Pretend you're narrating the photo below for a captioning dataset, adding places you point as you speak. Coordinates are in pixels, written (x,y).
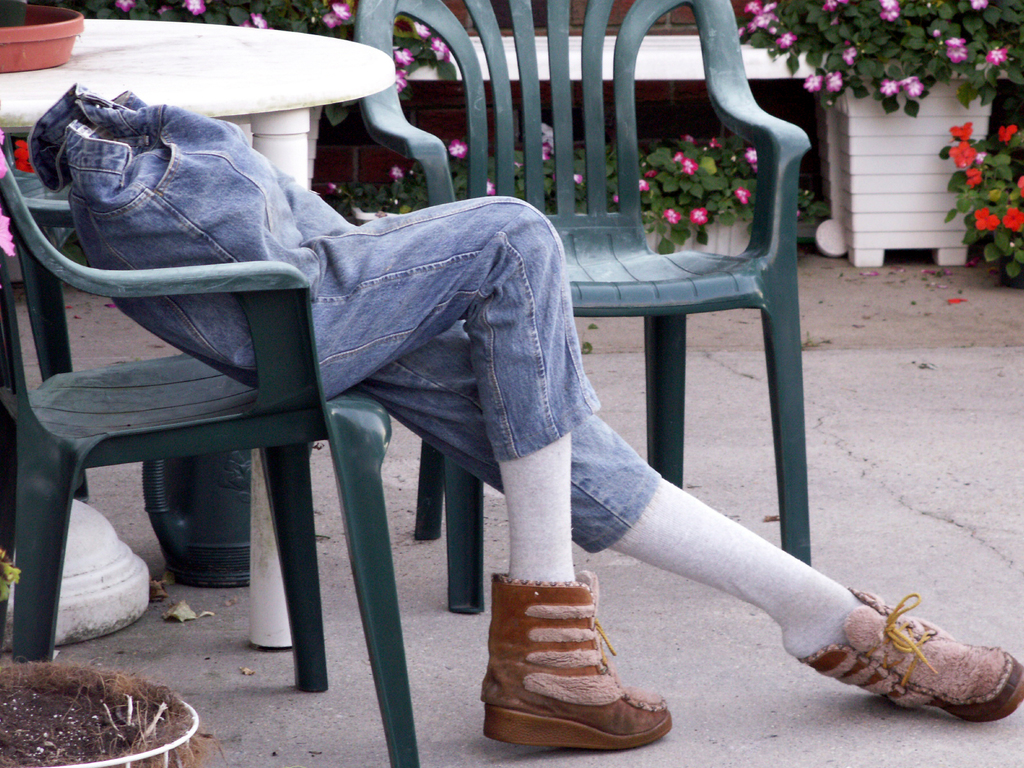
In this image I can see a table (232,104) and a mannequin (340,308) sitting on the chair (288,429). At the back side (936,167) there are flower pots (687,194).
